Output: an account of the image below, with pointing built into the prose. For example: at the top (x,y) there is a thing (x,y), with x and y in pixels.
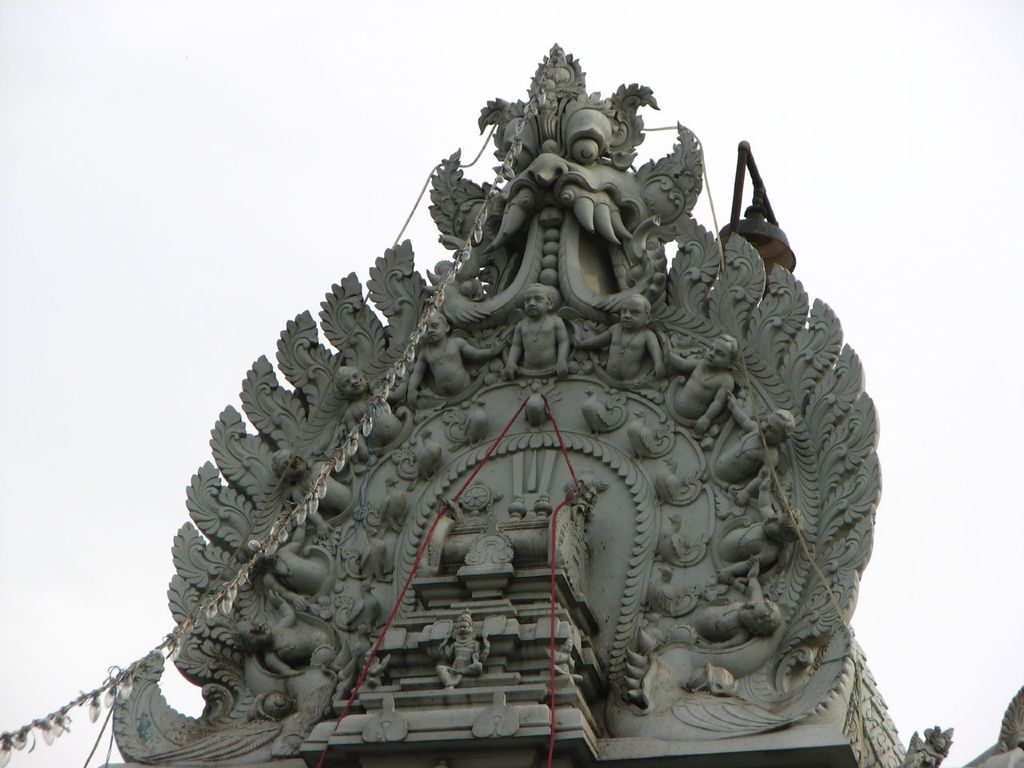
In this image I can see the statue (600,561). I can also see the background (52,243) is white in color.
